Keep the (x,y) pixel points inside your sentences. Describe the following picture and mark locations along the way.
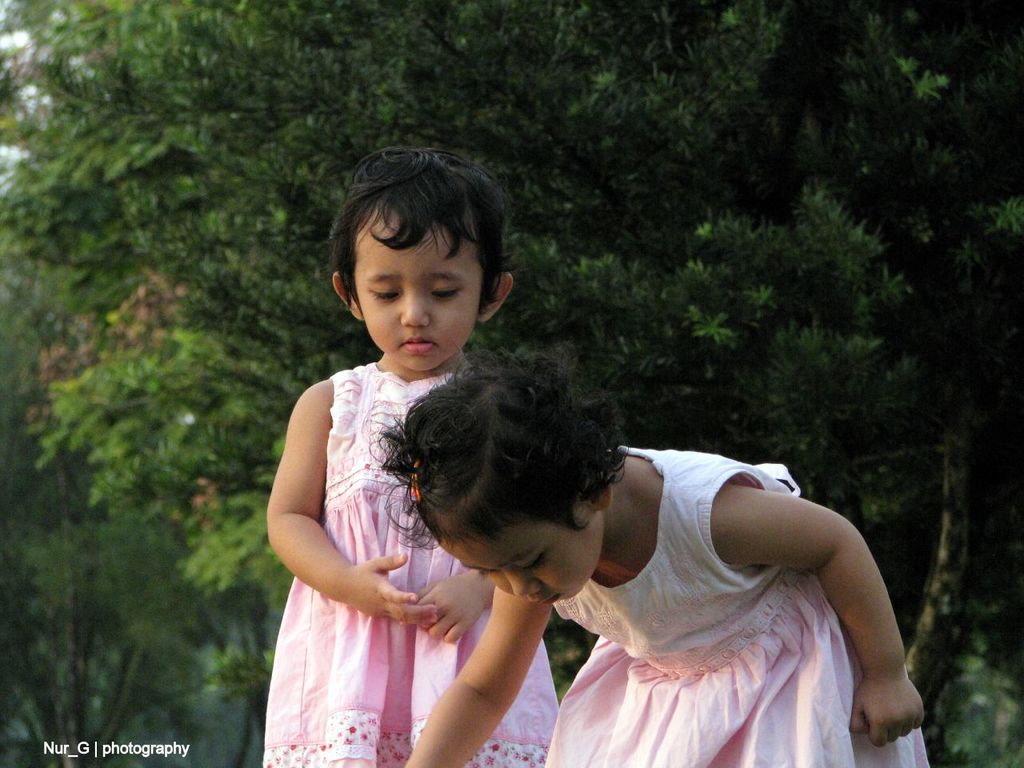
In this picture I can see the two girls (571,541) in the middle (399,510), there is a watermark (176,752) in the bottom left hand side (165,748), in the background (575,273) there are trees (593,178).
